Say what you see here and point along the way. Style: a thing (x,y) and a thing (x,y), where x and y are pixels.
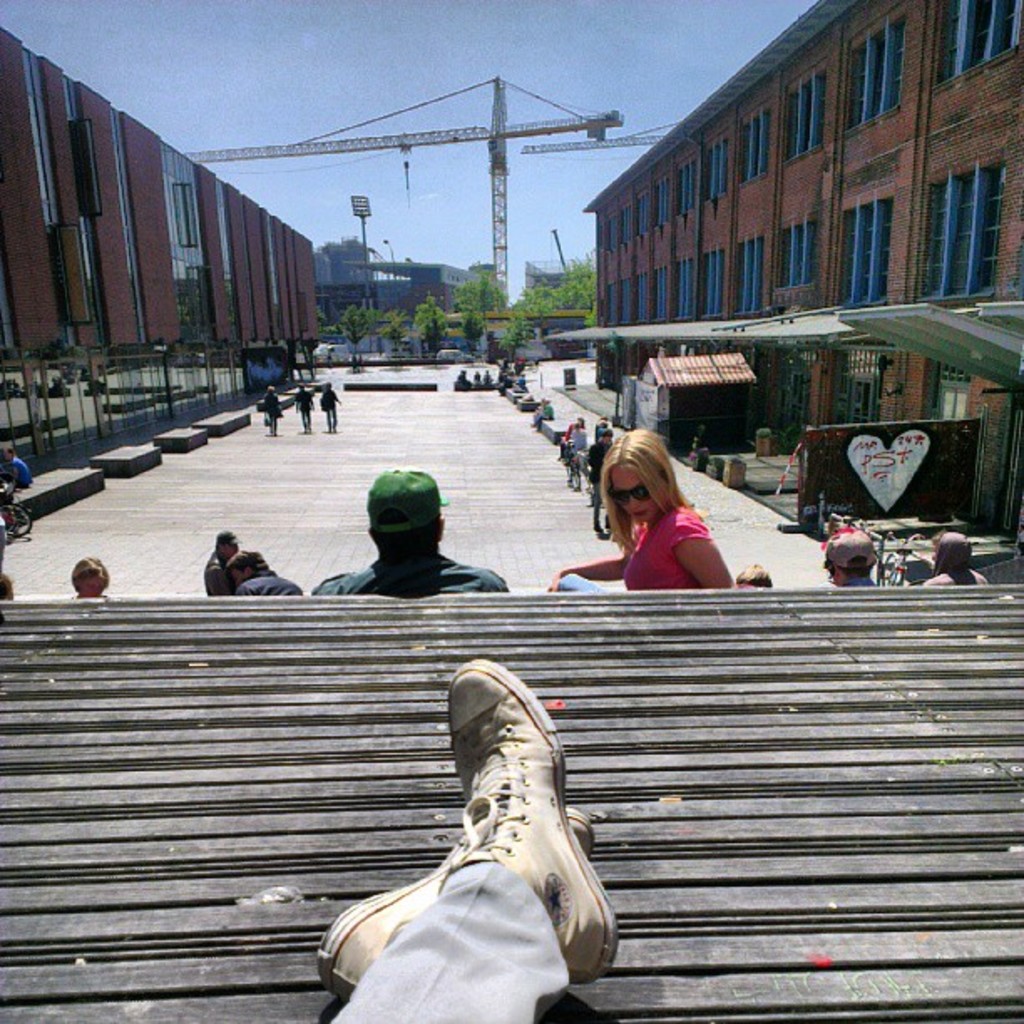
In the picture we can see a person legs (512,671) with a shoes (557,746) and behind it we can see few people (417,586) are sitting on the steps (223,616) and both the sides of the steps (260,609) we can see the buildings (5,303) and on the surface (288,419) we can see few people (304,416) are walking and in the background (513,108) we can see the pole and the sky (432,227).
